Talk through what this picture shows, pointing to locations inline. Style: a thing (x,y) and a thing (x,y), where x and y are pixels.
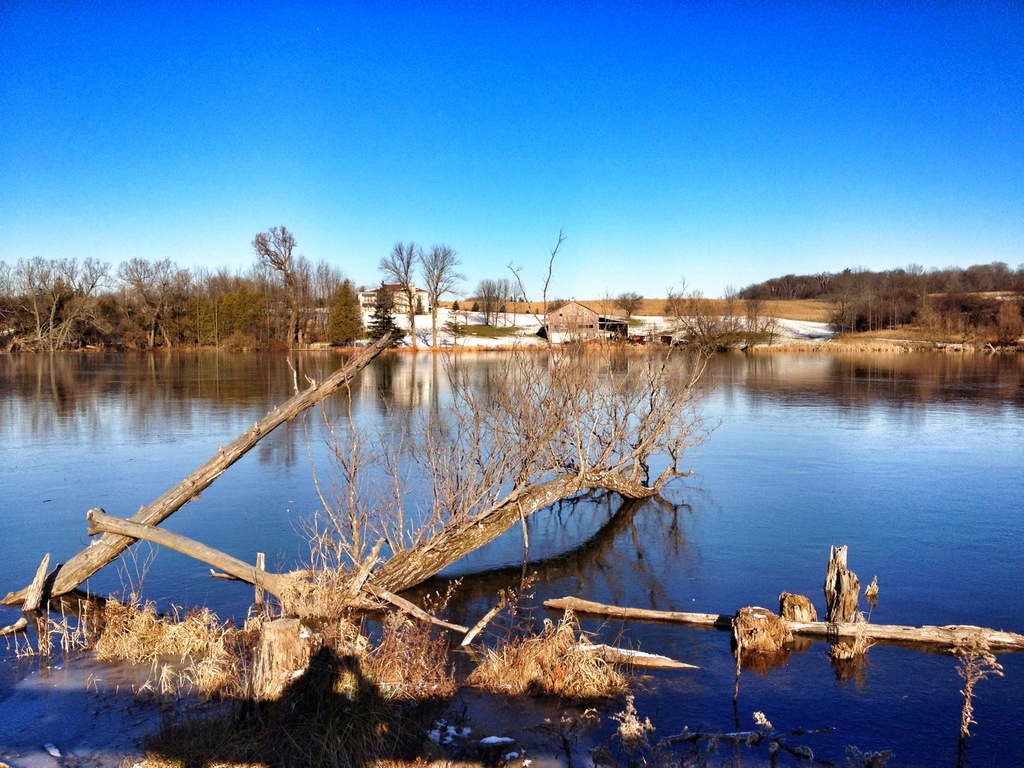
In this image there is a dry tree (443,556) in the water (337,503) in the front (521,539). In the background (223,297) there are trees (430,280), there is a building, and in the center (425,479) there is water (882,481).
